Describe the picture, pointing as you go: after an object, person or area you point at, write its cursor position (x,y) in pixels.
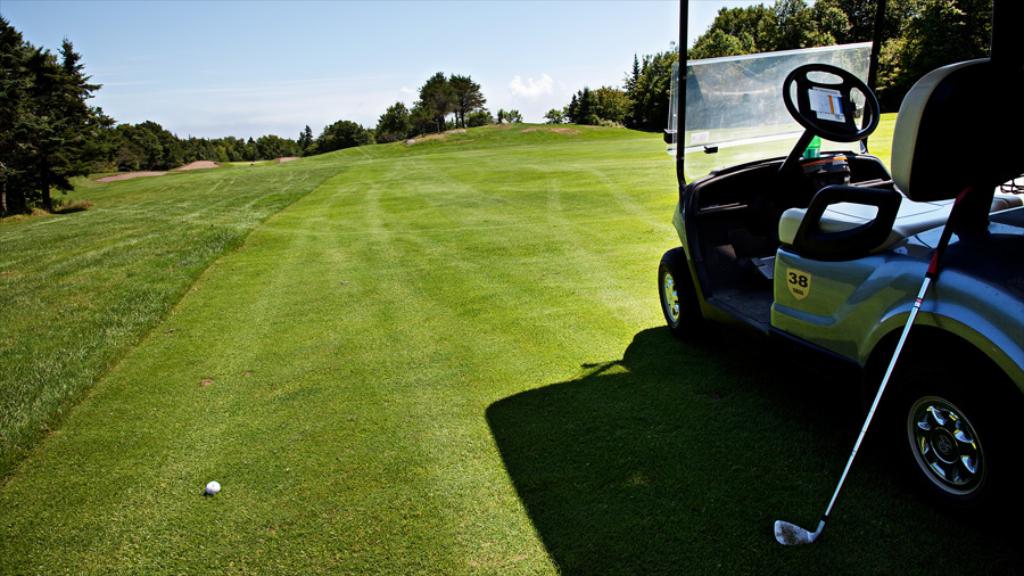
In this image we can see a vehicle (818,291), golf stick (908,321) and a ball (217,490) on the ground (406,389). We can also see some grass (425,269), a group of trees (386,134) and the sky (278,107) which looks cloudy.
